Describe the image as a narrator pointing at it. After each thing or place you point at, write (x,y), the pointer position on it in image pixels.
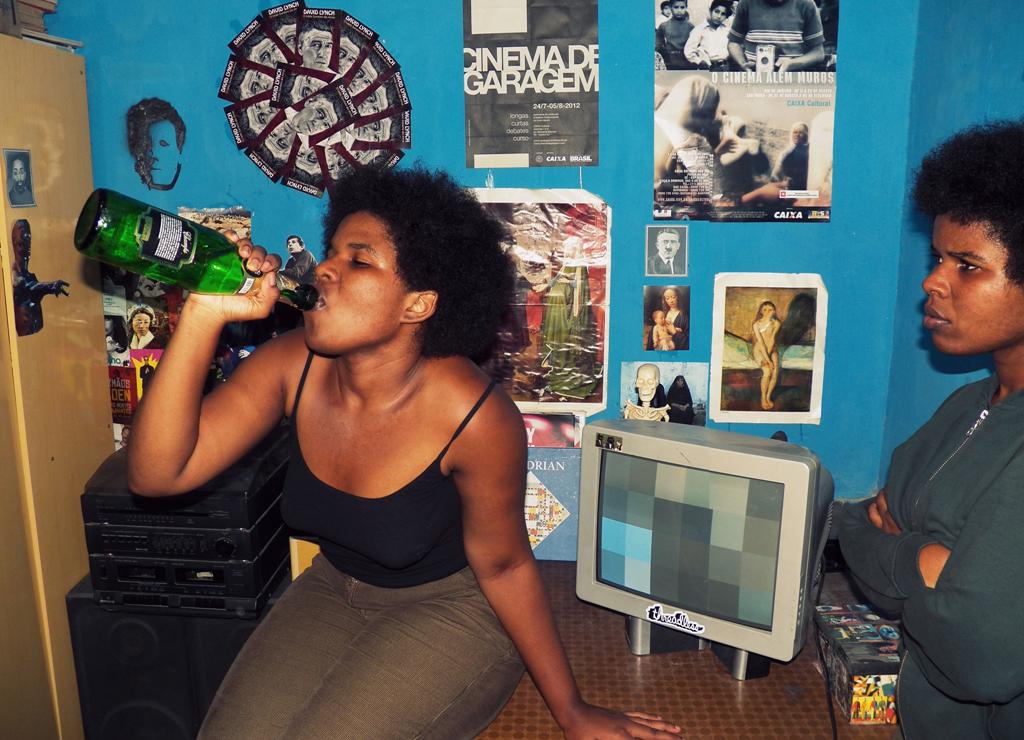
In the image we can see a woman (360,445) who is drinking something from the bottle (173,282). This is a system (723,529). There is a another woman (949,492) beside her who is watching her. There are the posters (656,191) stick on a wall (755,238).
